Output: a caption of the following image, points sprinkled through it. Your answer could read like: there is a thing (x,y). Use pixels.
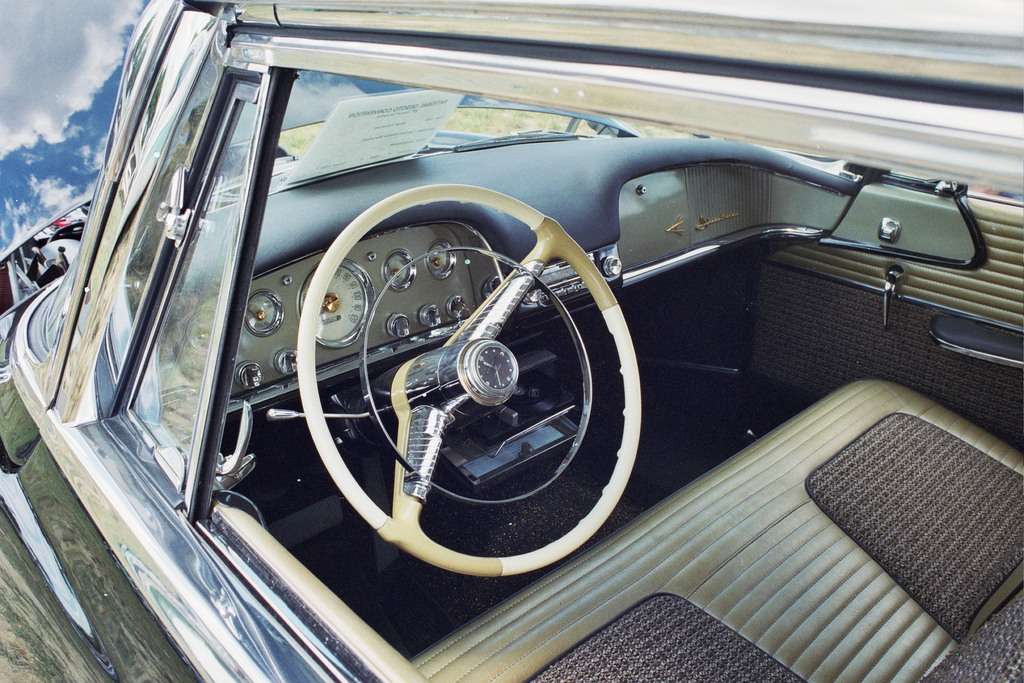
In this picture we can see a vehicle (759,530) with a steering wheel (409,543) and in the background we can see the sky (100,91) with clouds (53,70).
